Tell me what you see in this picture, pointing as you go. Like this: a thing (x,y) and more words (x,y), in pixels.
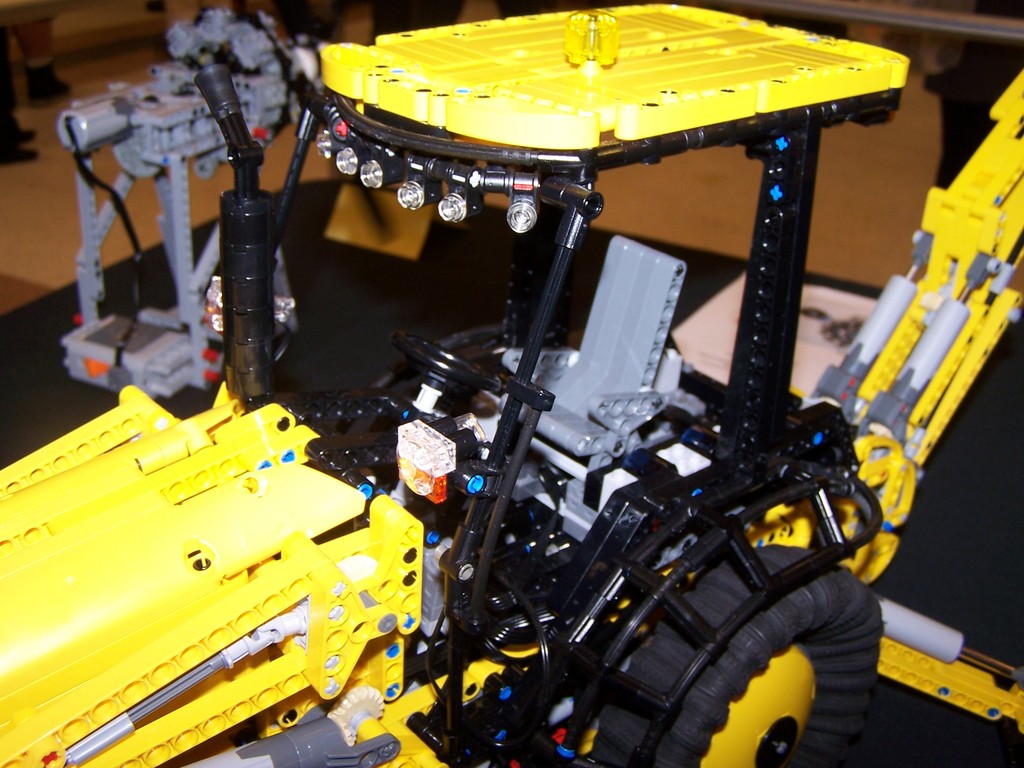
It's a toy vehicle (528,266) which is in yellow color.
